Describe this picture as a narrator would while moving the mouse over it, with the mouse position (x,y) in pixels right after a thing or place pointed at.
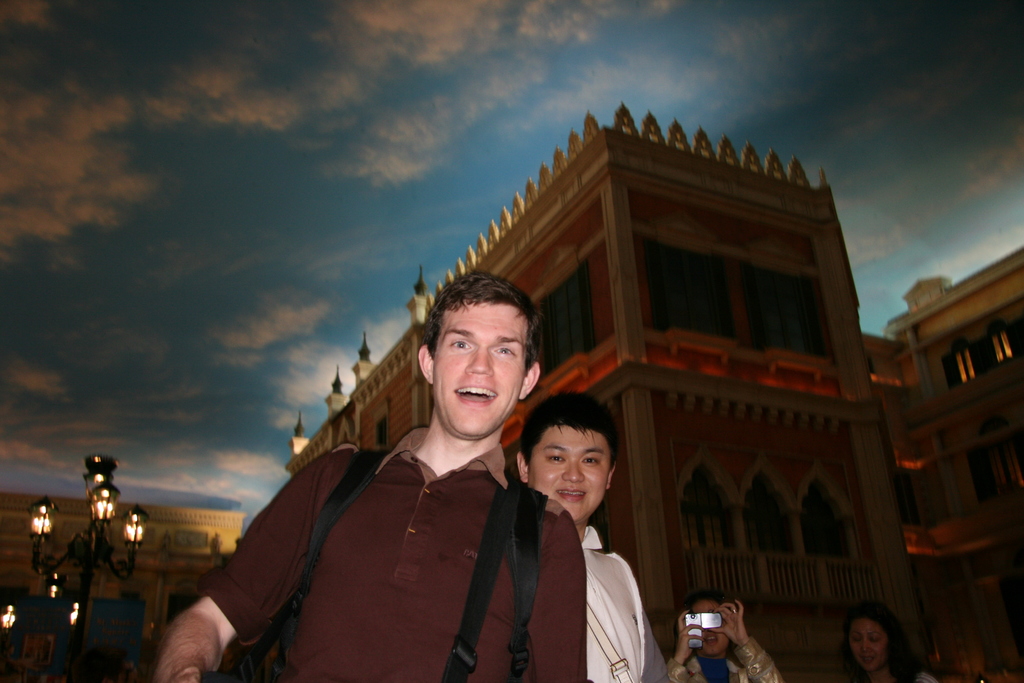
In this picture I can see there are few people (421,602) standing here and smiling and in the backdrop (417,309) there is a fort (911,498) and there is a pole (39,553) with some lights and the sky (96,247) is cloudy.
